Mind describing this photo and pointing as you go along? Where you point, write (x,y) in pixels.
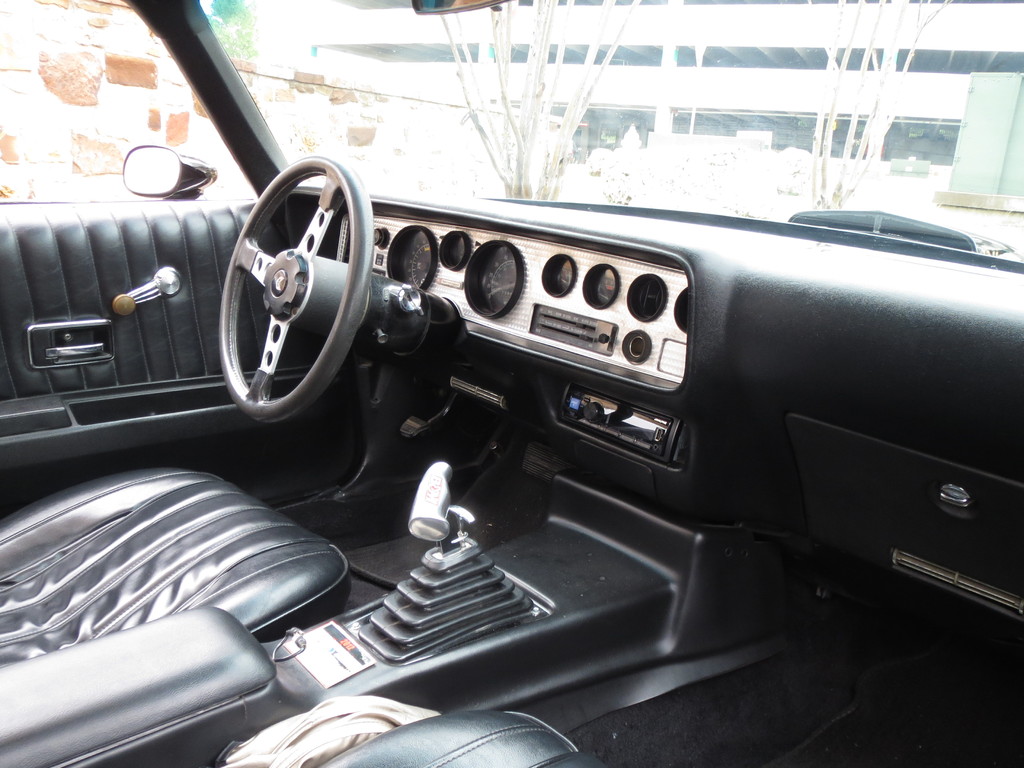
In this image we can see the interior of a car (196,446), one building (937,20), some trees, one wall (322,95) and some objects (962,178) on the surface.
